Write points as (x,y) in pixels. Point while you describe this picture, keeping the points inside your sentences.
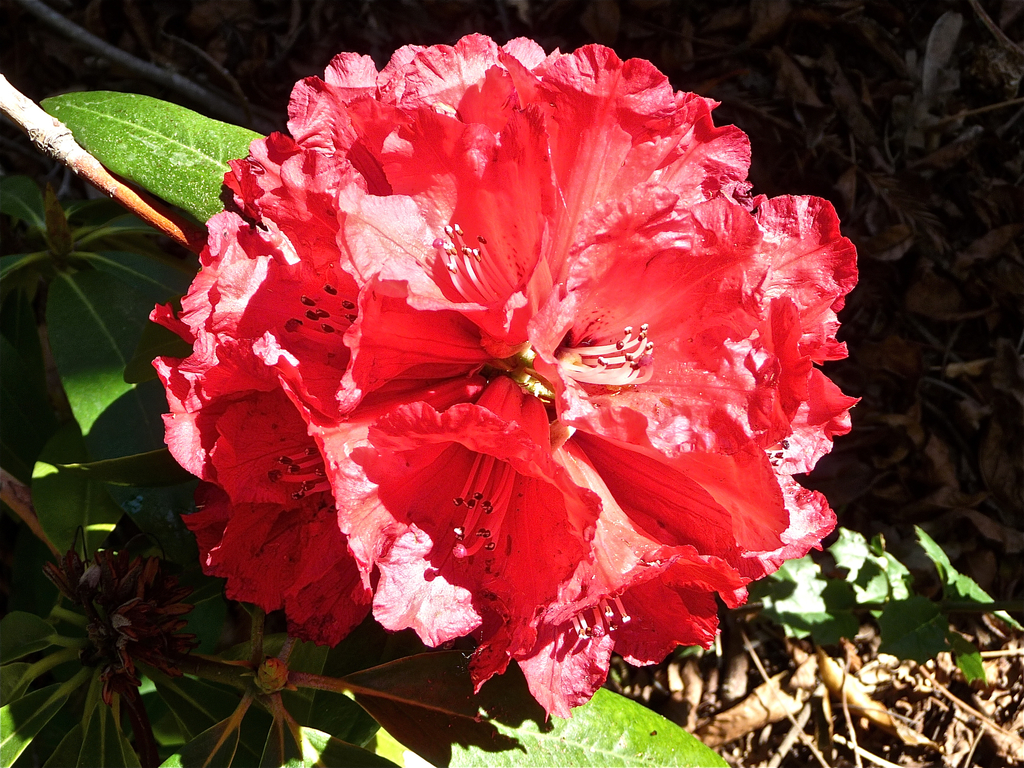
In the picture we can see a flower (688,462) in the plant (117,265) with leaves (212,123), the flower (429,436) is red in color with petals (812,230) and besides we can see some dried plants (886,661).
